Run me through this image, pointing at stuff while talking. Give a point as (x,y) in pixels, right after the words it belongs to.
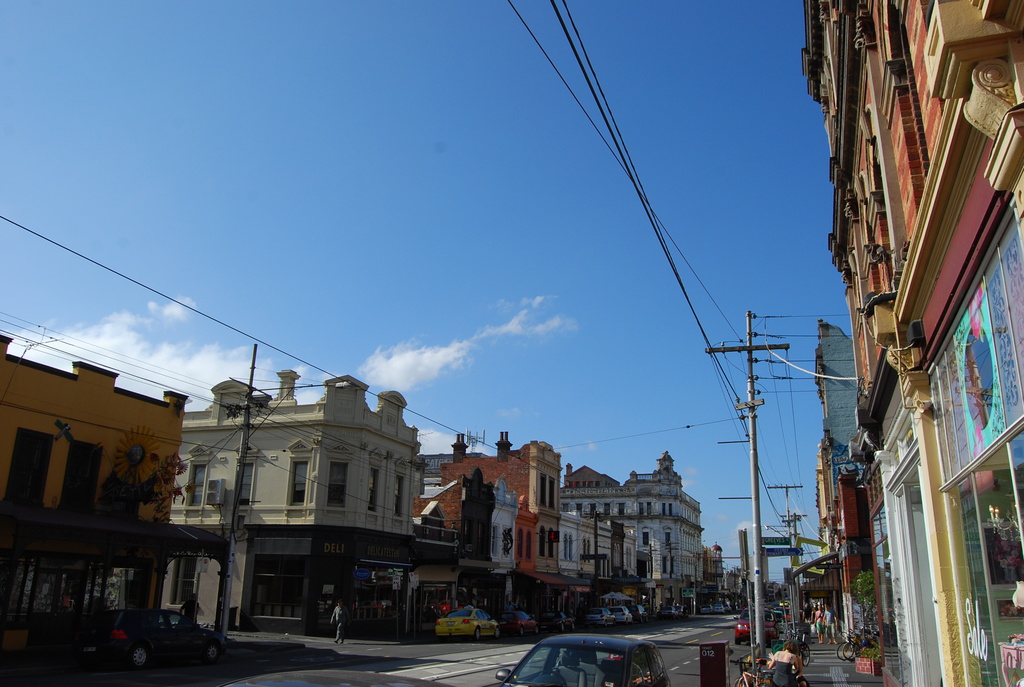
This image is taken outdoors. At the top of the image (189,179) there is the sky (568,302) with clouds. At the bottom of the image (344,672) there is a road (395,660) and a vehicle (594,663) is parked on the road (407,674). In the middle of the image (404,449) there are many buildings (304,560) there are a few poles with wires (155,383). A few people (333,614) are walking on the road (348,653). On the right side of the image (807,564) there are a few buildings (857,544). A few bicycles (862,631) are parked on the sidewalk (815,646). A few people (833,613) walking on the sidewalk (816,661). There are a few poles (755,604) with wires (737,343).
